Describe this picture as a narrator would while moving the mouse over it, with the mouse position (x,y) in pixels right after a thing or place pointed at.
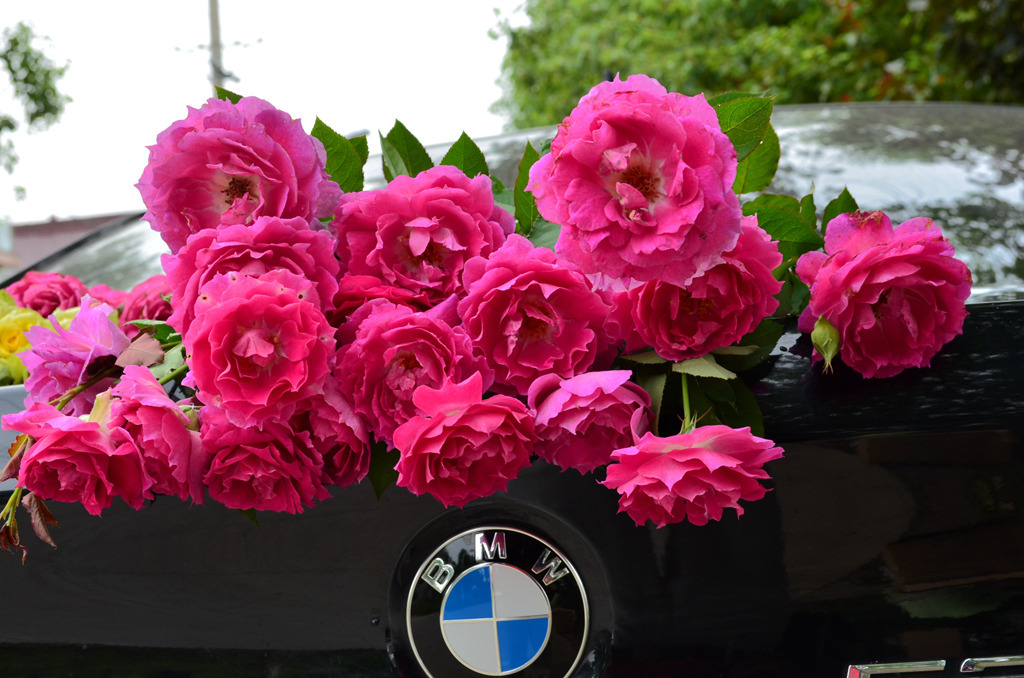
In this image, I can see a bunch of rose flowers (429,454), which are pink in color. These are the leaves (393,169). I think these flowers (403,293) are kept on a vehicle (897,503). This is a logo (480,602), which is attached to the vehicle (606,553). In the background (589,68), I can see the trees (574,66).
